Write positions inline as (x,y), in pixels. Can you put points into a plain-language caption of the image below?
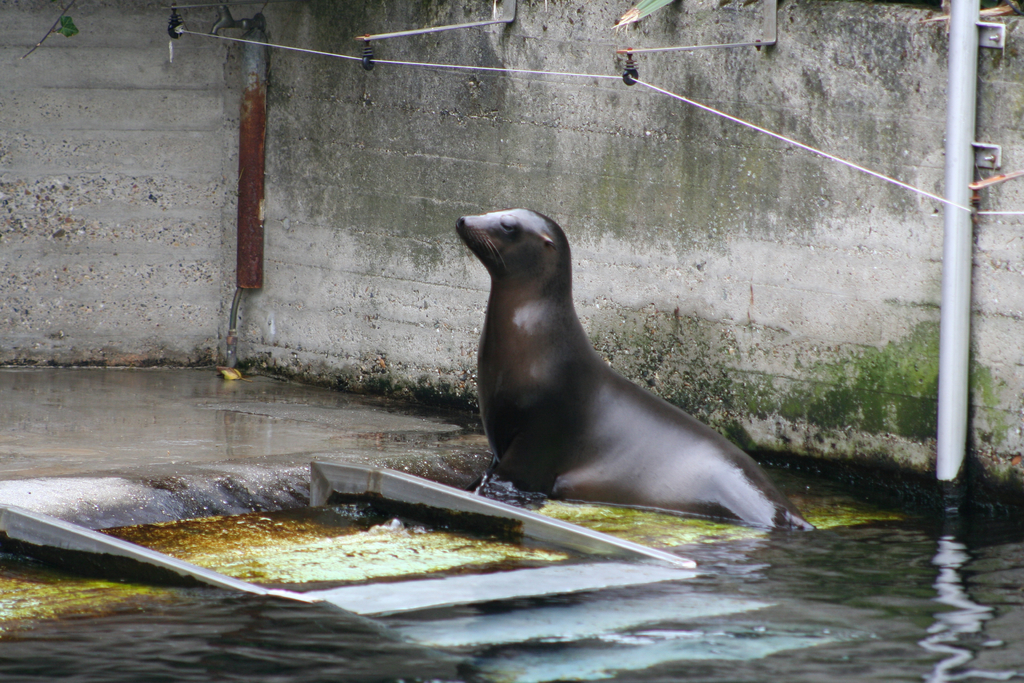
In this picture we can see a sea lion (666,459) in the water (675,529), beside to it we can find few pipes (242,115) and metal rods (640,51) on the wall (619,185).
